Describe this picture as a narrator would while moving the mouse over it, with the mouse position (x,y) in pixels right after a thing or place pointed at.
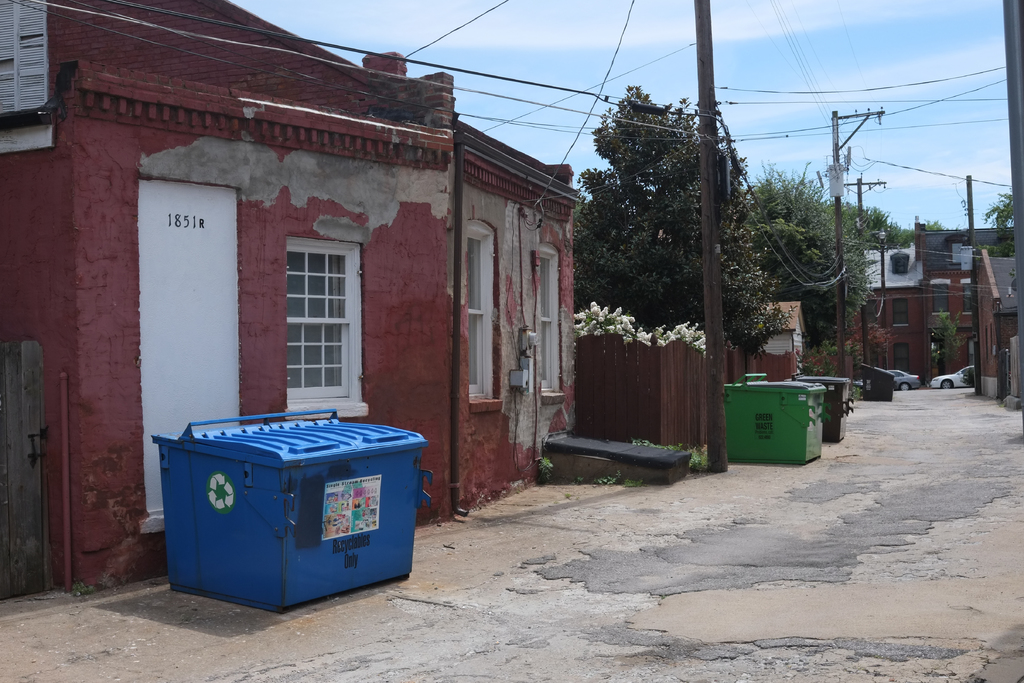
In the picture I can see the houses (466,189) on the left side (280,258) and the right side (970,320) as well. I can see the garbage boxes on the road (948,394). I can see the electric poles (858,214) on the side of the road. In the background (829,244), I can see two cars (956,376) and trees (944,341).
